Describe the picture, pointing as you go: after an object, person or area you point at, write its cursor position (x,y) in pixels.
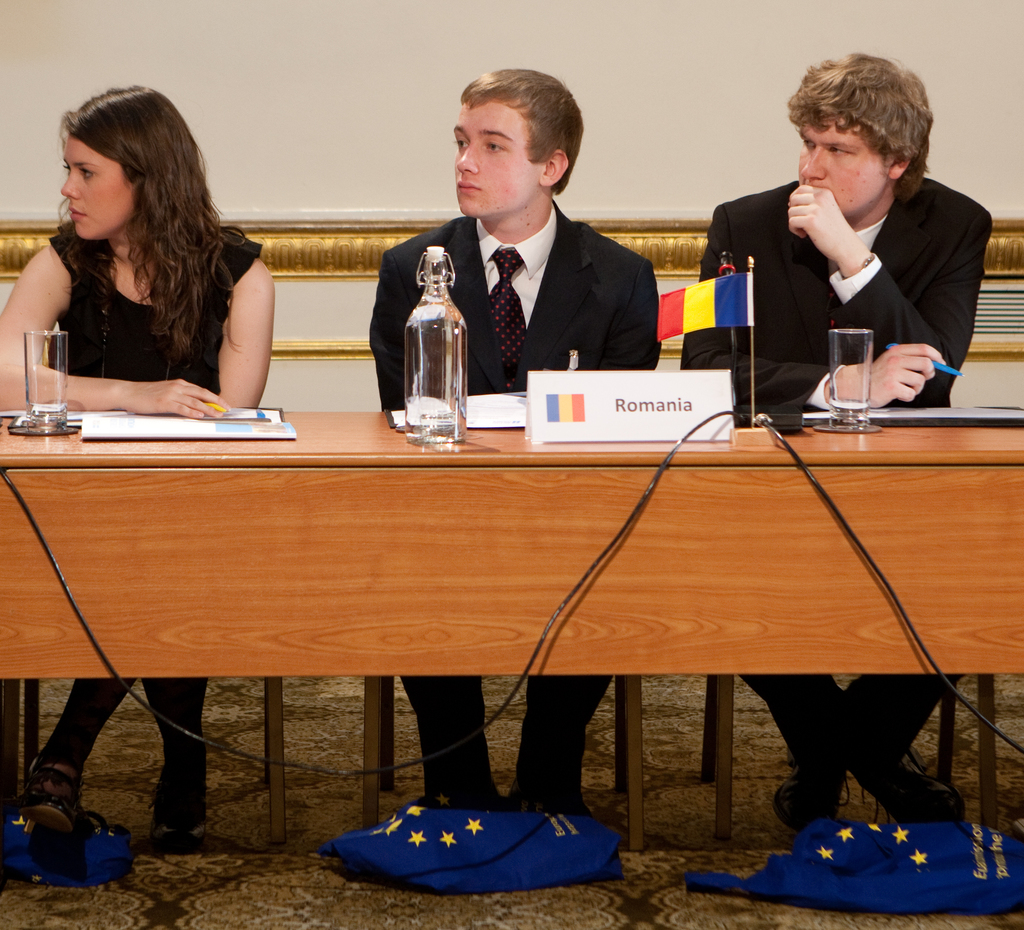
This image is taken inside a room (458,124). In this image there are three people (532,289) a woman (165,273) and two men (529,252) sitting on the chairs (281,702). In the image there is a table (289,523) with glass (56,409), bottle (449,305), name board (604,404), flag (703,291) and few papers (197,432) on it. In the background (405,34) there is a wall (626,62). In the bottom of the image (172,877) there is a floor (250,861) with mat (731,918).
